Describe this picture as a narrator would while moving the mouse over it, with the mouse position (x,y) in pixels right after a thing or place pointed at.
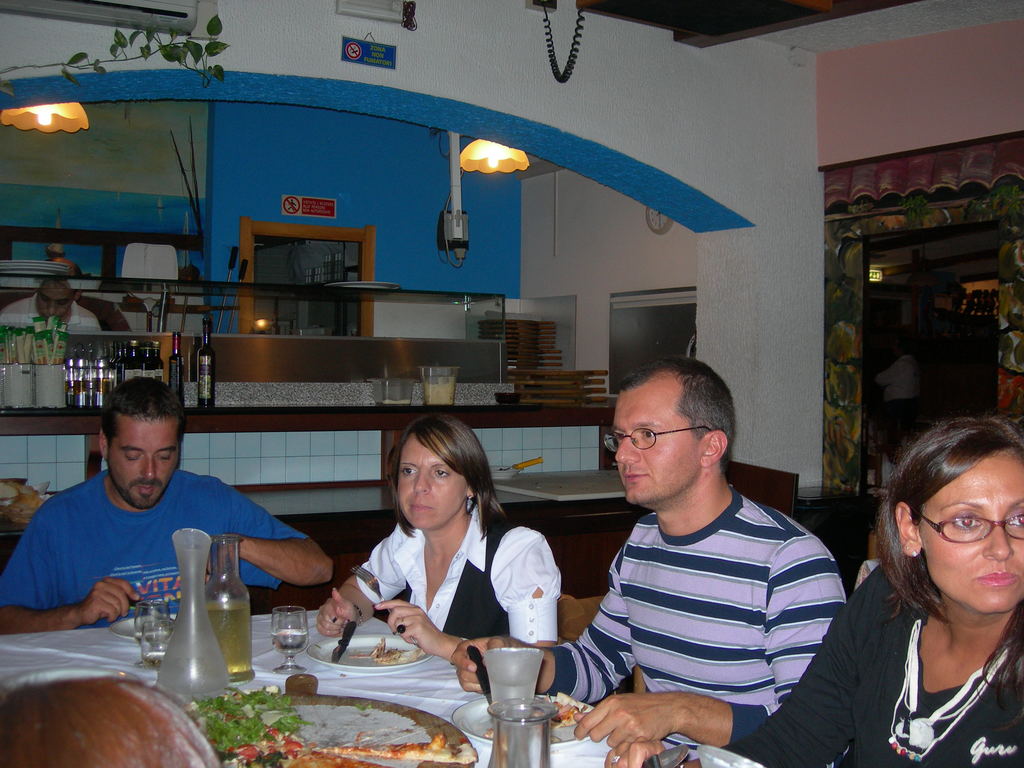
It seems to be the image is inside the restaurant (406,535). In the image there are group of people (470,573) sitting on chair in front of a table (432,683), on table (421,679) we can see a cloth (392,679), plate (373,645) with some food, knife (353,624), glass (292,638) with some drink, bottle (227,607). On left side (112,355) there is a man (58,325) standing and we can also see some bottles (87,363) and a door (298,314) which is opened, in background (788,243) there is a wall (755,169) which is in white color.
